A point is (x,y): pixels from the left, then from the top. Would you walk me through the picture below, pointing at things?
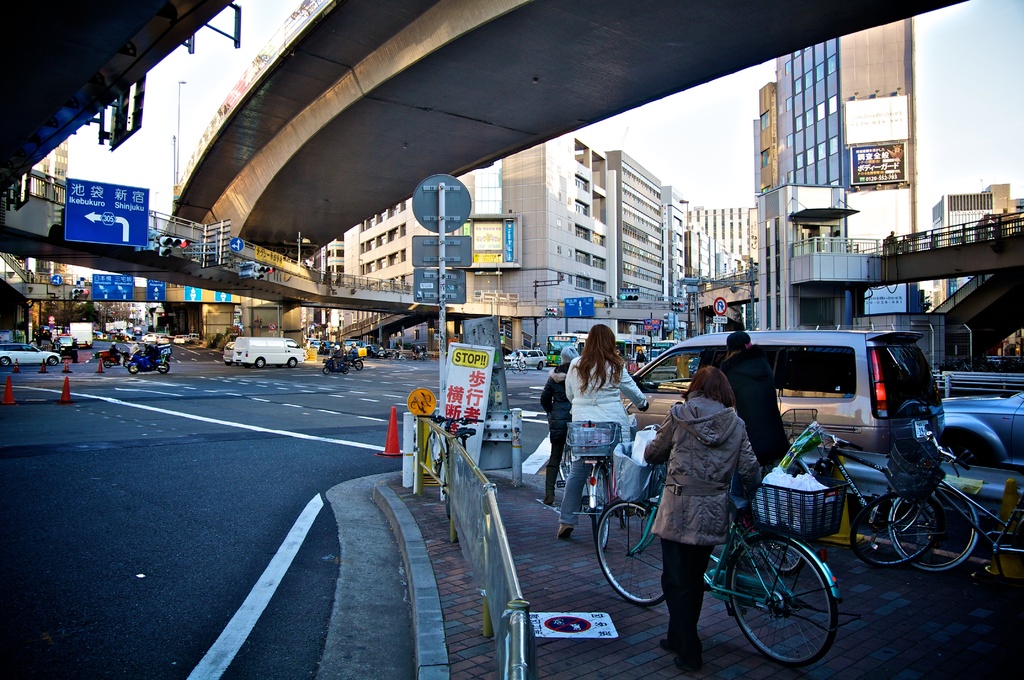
This picture is consists of a road (302,459) view, where there are cars (838,394), bikes (439,460), and bridges (328,234) above the road (283,385) and there are buildings (767,120) around the area of the image.
